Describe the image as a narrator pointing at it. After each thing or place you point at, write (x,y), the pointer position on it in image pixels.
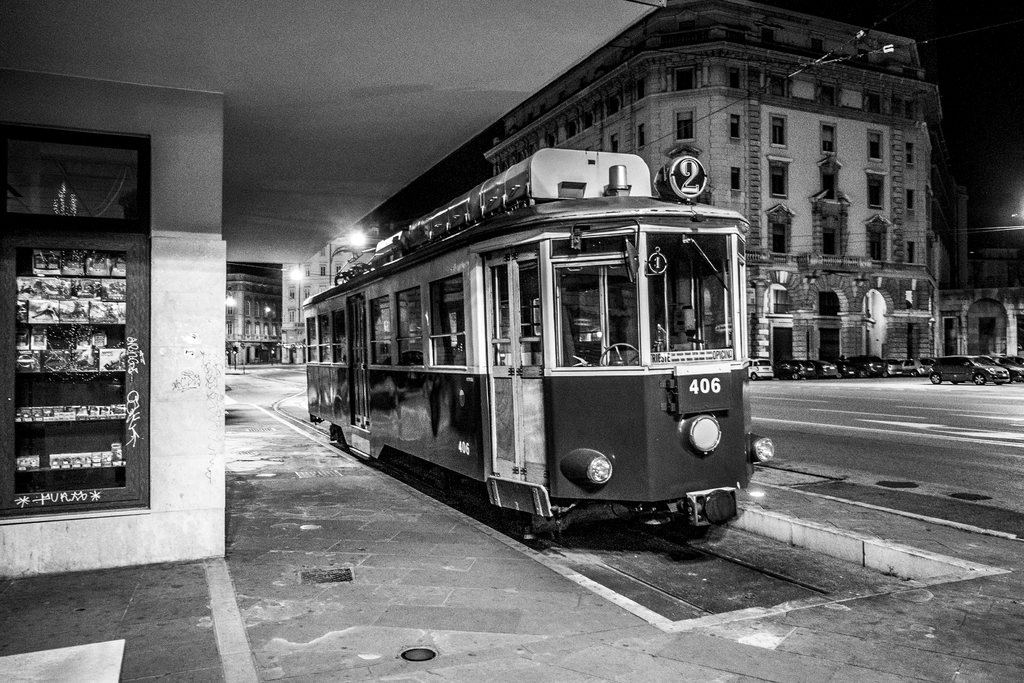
It is a black and white image. In this image at the center (570,384) there is a train engine (488,258). At the right side of the image (1013,360) there are cars (969,365) parked on the road (921,403). In the background (845,170) there are buildings (643,106) and light (357,236).
